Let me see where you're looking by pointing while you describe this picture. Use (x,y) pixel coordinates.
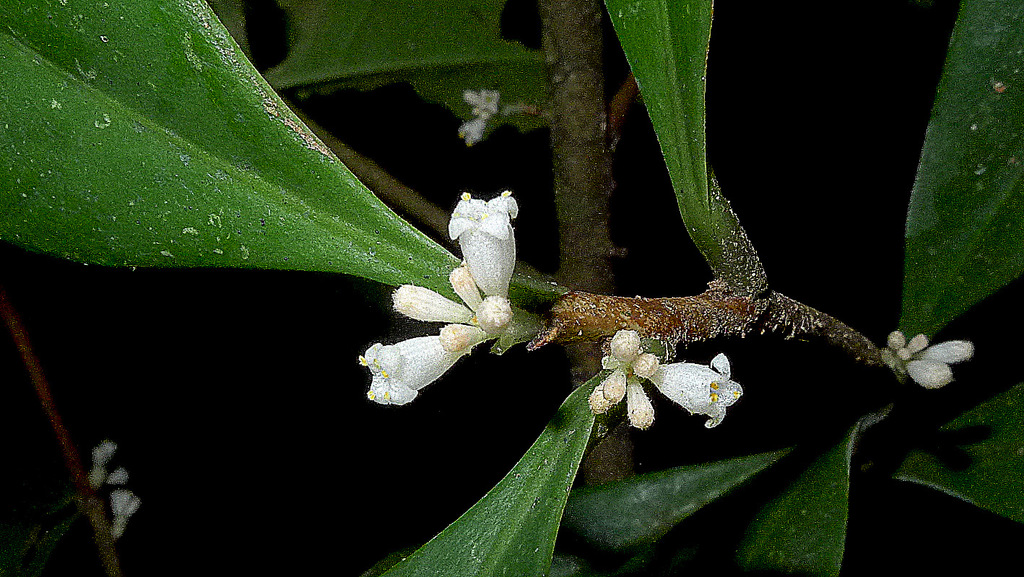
In the picture we can see a plant (35,165) with a part of leaves (457,45) and small flowers (404,296) to the stem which are white in color.
